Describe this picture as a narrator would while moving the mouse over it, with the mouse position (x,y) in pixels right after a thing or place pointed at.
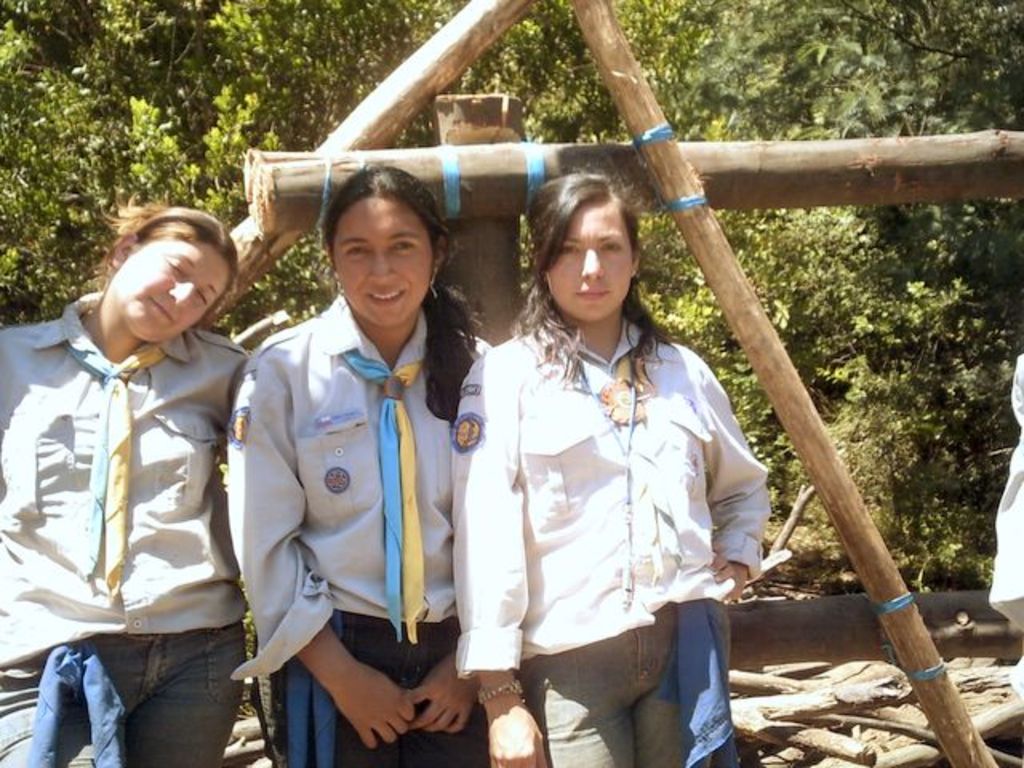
In the center of the image (371,425) we can see three ladies (584,522) standing. In the background (444,196) there are trees (270,105), logs (517,119) and grass (822,540).
